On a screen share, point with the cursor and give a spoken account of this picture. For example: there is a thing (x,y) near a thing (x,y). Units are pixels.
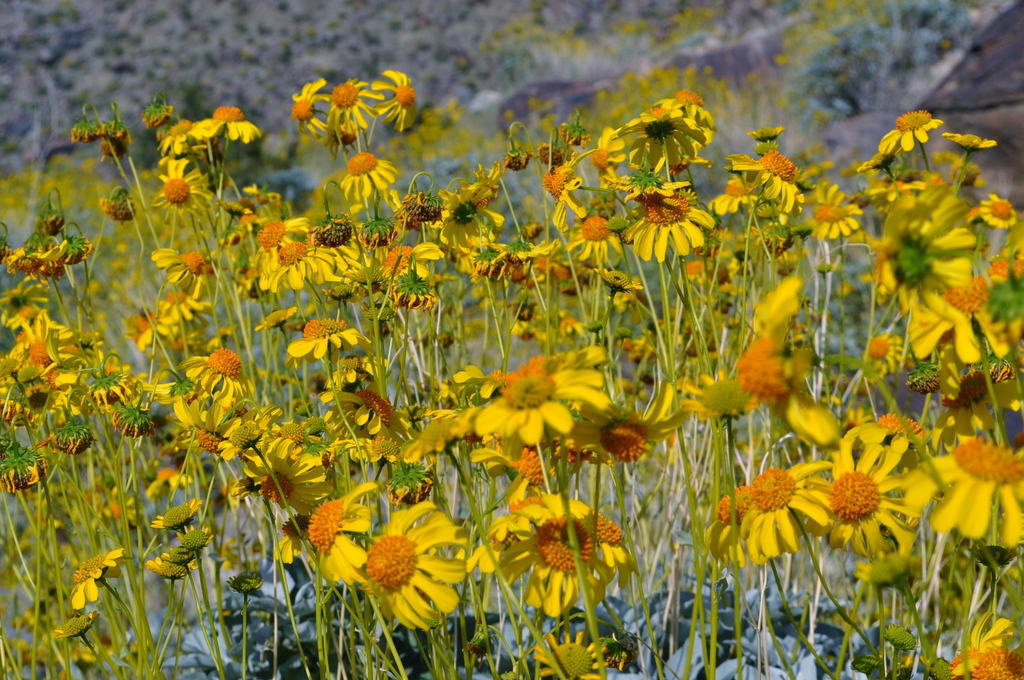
In this picture I can see plants (594,374) with yellow flowers (351,397), and there is blur background (978,69).
